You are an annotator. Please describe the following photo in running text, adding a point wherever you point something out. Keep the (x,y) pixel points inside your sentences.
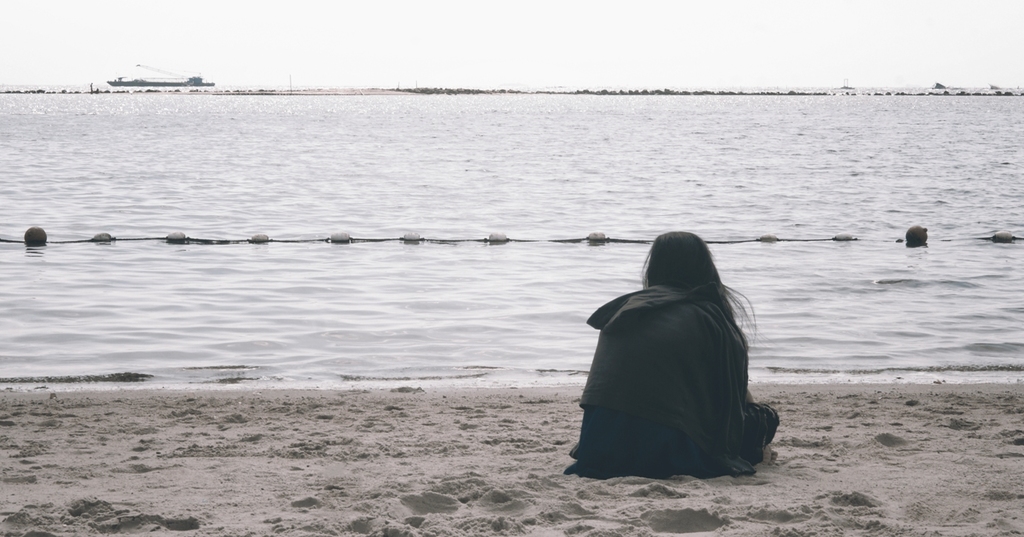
This is a beach (644,479). Here I can see a person (704,328) sitting on the ground (503,483) facing towards the back side (675,394). In the middle of the image (407,211) I can see the water (448,183). In the background (127,87) there is a boat (155,75) and some rocks (645,90). At the top of the image (432,46) I can see the sky (500,42).
